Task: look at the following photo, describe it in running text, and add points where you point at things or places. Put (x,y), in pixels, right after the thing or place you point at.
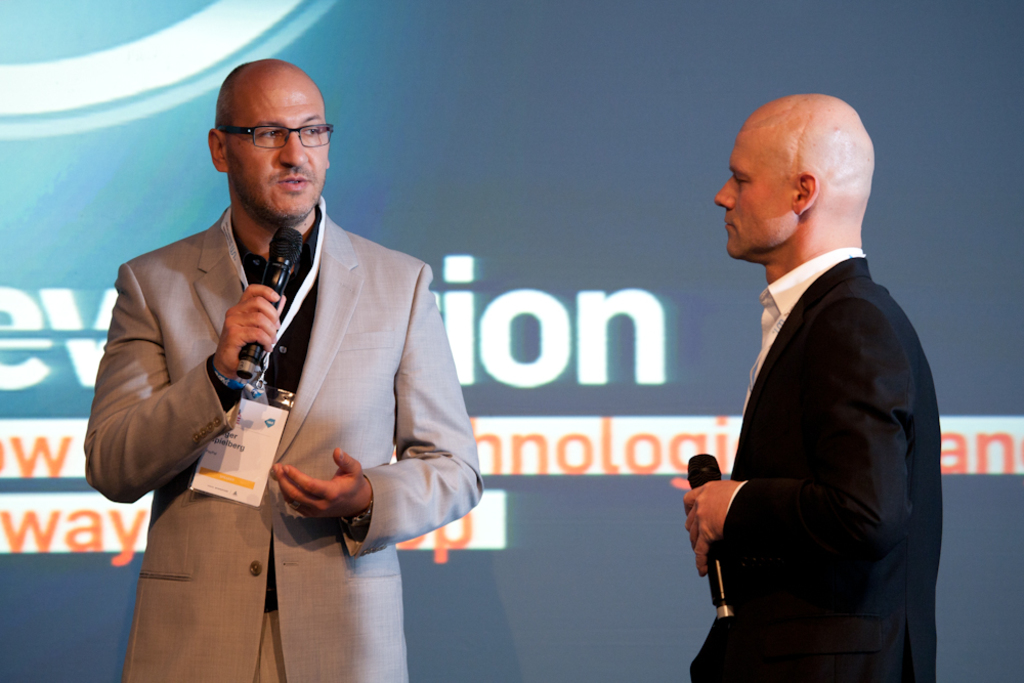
There are 2 persons (455,417) standing and holding microphone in their hands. In the background (599,505) we can see screen (423,231).
